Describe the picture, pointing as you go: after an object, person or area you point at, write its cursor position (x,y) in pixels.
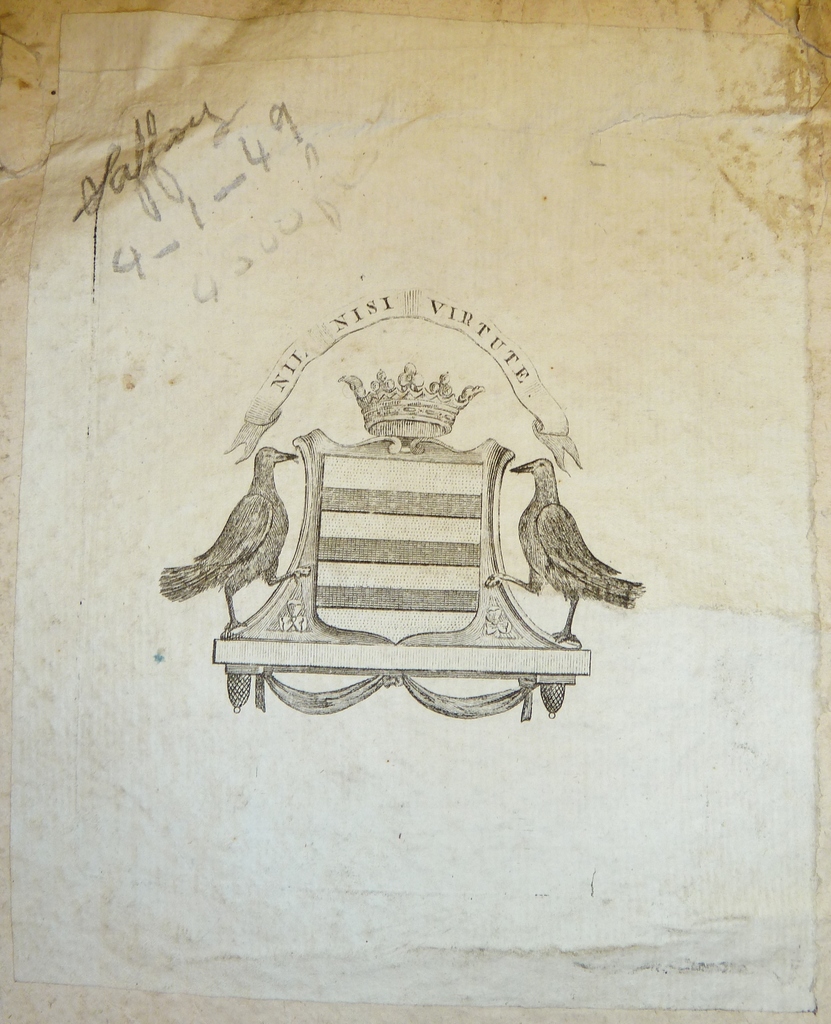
In this image, there is a white color paper (66,864), on that paper (441,801) there is a pencil art (462,711).
